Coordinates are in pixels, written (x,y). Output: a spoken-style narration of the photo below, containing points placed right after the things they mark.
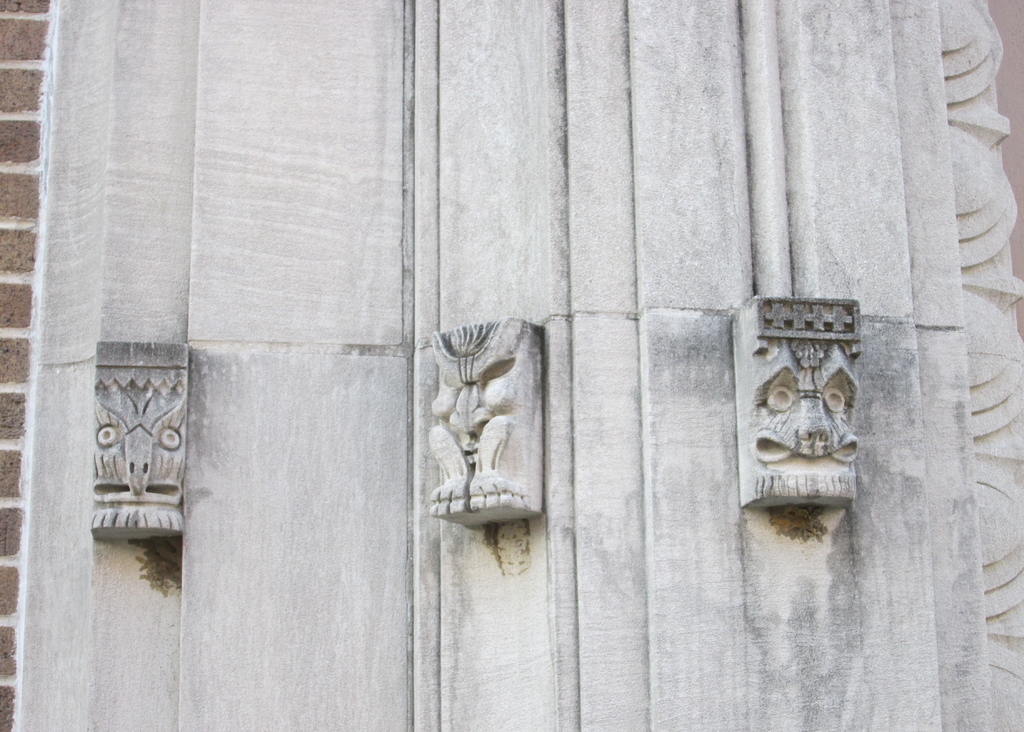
In this picture, we see a white wall (282,362) with the stone carved statues (144,357). On the left side (23,5), we see a wall (24,280) which is made up of brown colored bricks (4,253).
